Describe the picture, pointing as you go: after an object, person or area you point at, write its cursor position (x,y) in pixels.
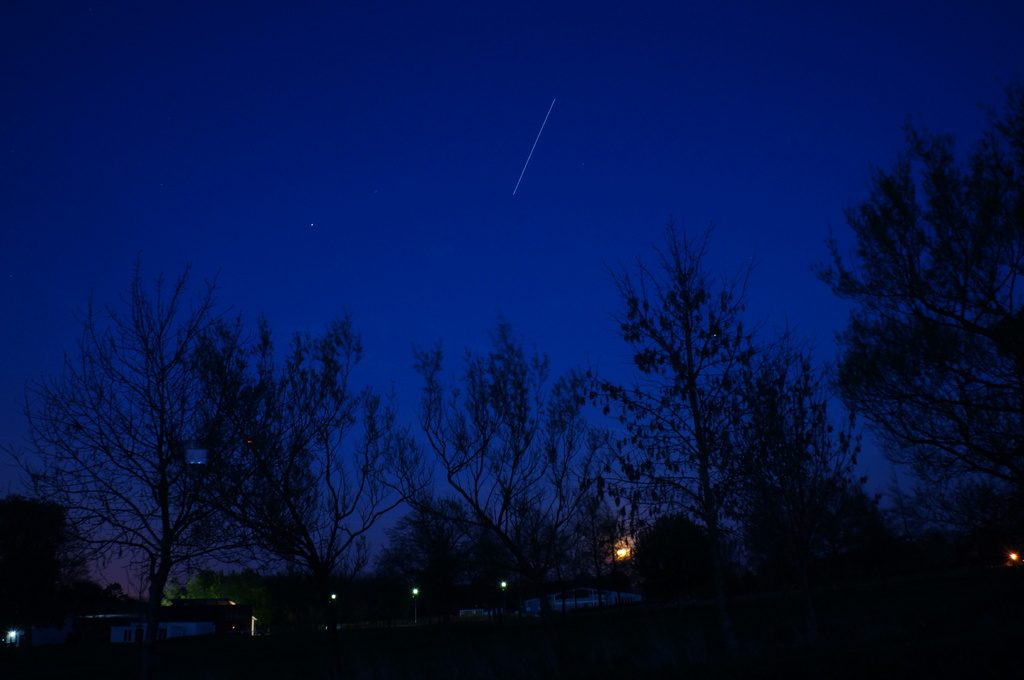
In this image there are trees (438,523) and there are lights (630,554).
